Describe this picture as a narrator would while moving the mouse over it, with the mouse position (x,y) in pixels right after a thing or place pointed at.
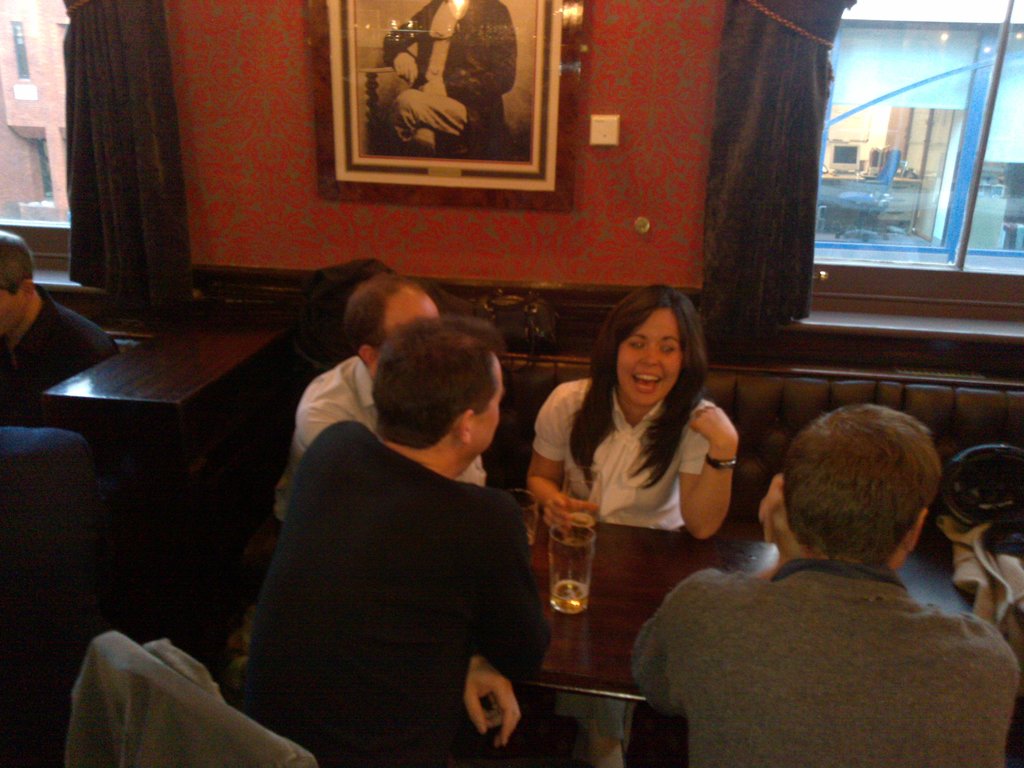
It seems to be the image is inside the restaurant (502,343). In the image there are group of people (489,346) sitting on chair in front of a table (766,551). On table (595,584) we can see a glass (564,611) with some liquid content (566,589), in background (370,246) there is a red color wall (246,153), photo frame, curtains (166,100), windows (910,156) which are closed.
